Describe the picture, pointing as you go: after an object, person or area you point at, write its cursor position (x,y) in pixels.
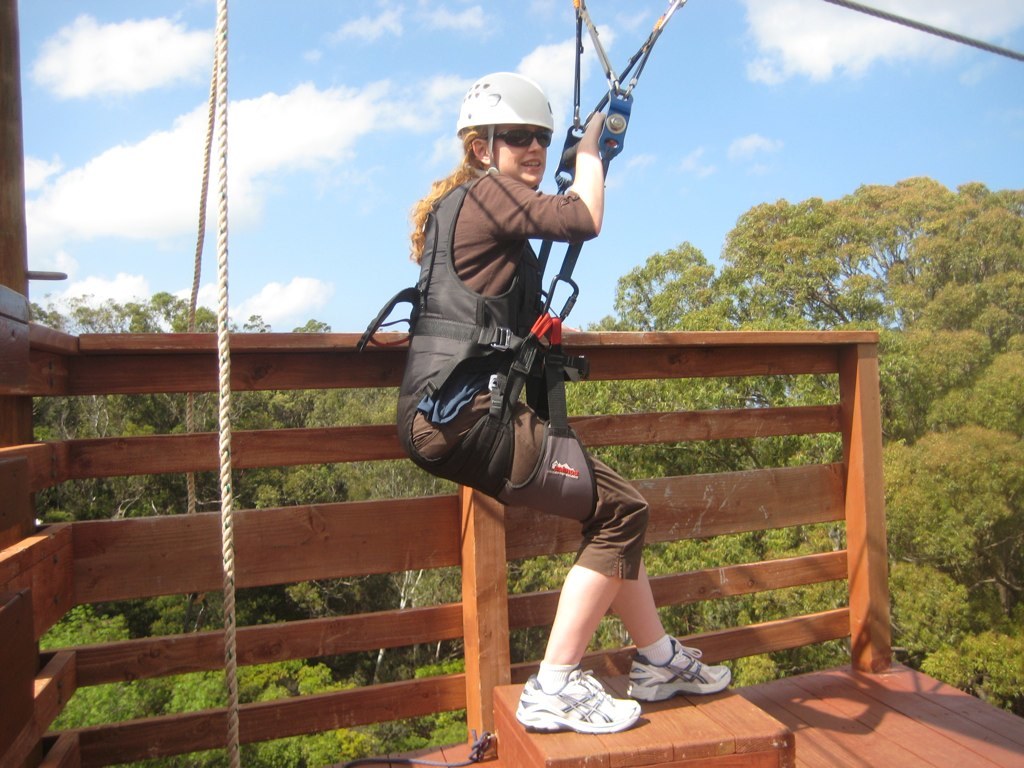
The woman (586,150) in the middle of the picture (515,268) wearing a brown shirt (525,217) and white helmet (519,122) is hanging with the help of the rope (657,27). At the bottom of the picture (701,723), we see a wooden block (780,759). Beside her, we see a wooden railing (442,525). There are trees (749,407) in the background (928,306). At the top of the picture (446,80), we see the sky (304,107) and the clouds (304,107).
